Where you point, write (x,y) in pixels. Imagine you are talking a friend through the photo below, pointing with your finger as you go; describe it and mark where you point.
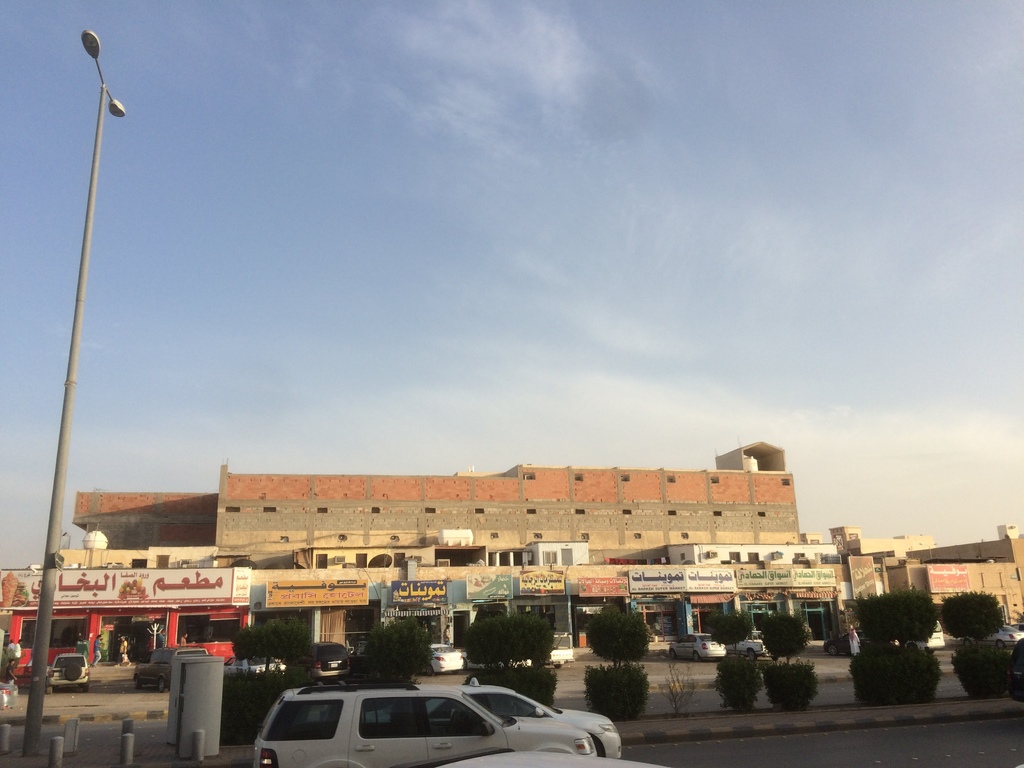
In this image I can see few vehicles (414,687), plants (395,677), a pole (103,105), few lights (109,93), few buildings (197,616), number of boards (29,605) and on these boards (238,587) I can see something is written. I can also see the sky (431,323) in background (596,317).
